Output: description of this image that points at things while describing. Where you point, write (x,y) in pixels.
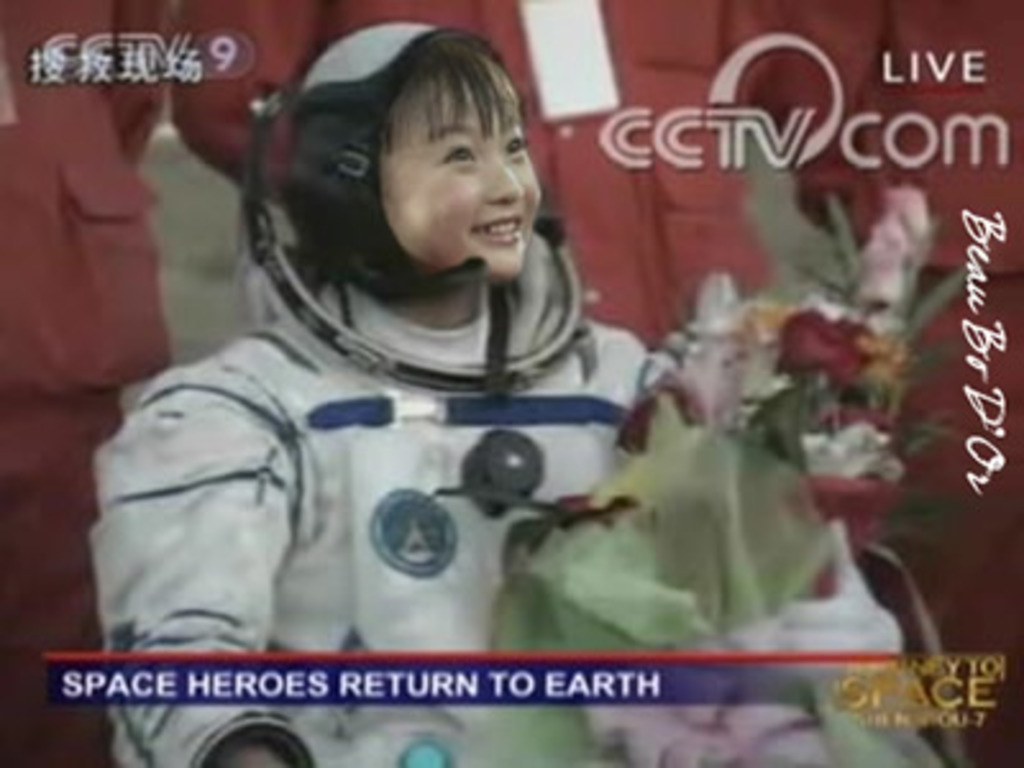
In this image, we can see a person (265,390) wearing space jacket (460,379) and there is a flower bouquet (666,509).
